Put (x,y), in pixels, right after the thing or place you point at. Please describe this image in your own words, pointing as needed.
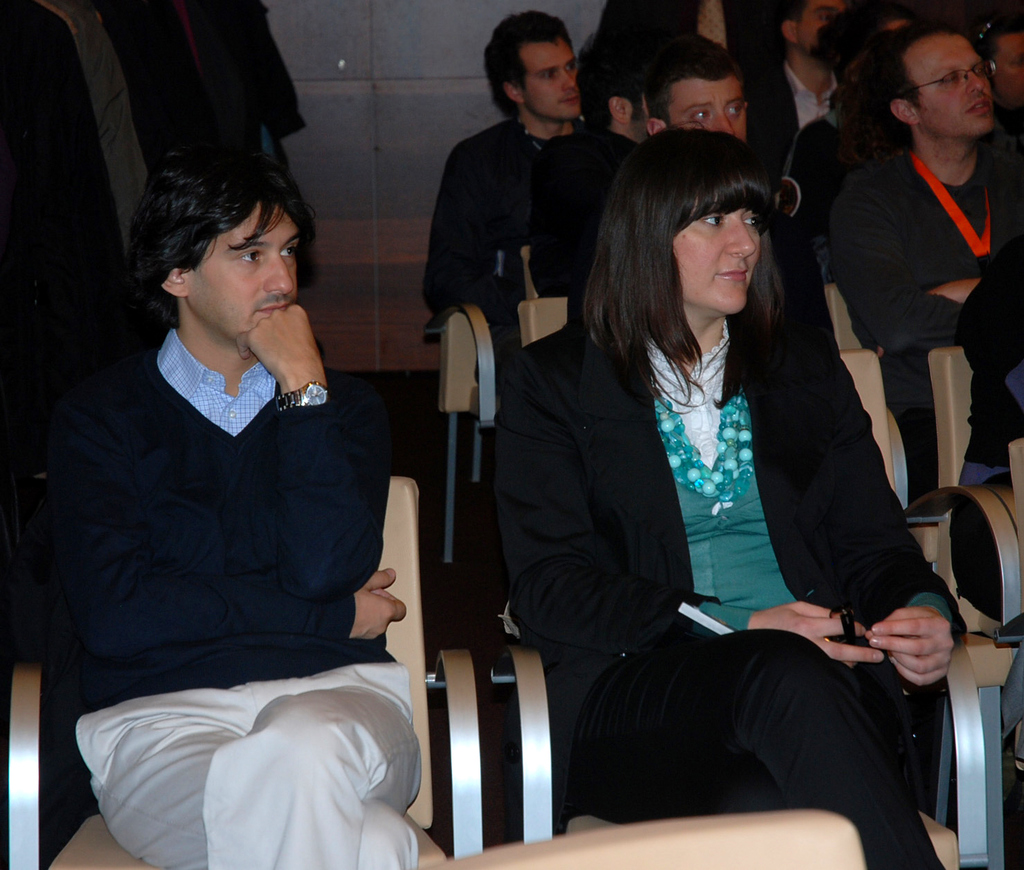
In this picture we can see chairs (750,826) on the floor (491,800) with a group of people (811,224) sitting on it and in the background (375,191) we can see the wall (315,174).
